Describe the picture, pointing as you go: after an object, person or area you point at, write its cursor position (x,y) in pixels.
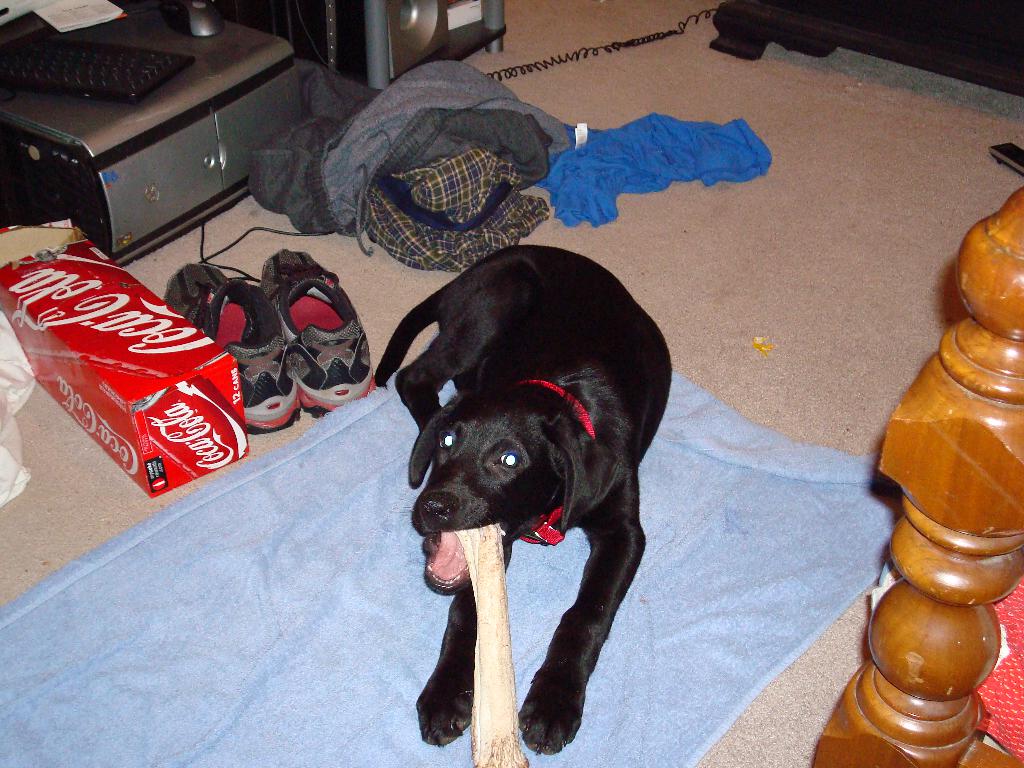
In the center of the picture (519,390) there is a black color dog (488,455). On the left (262,356) there are shoes (279,333), clothing (441,241), box (102,347), CPU (144,121), keyboard (85,52), speaker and other objects (327,33). On the right (968,510) there is a cot (963,551).
